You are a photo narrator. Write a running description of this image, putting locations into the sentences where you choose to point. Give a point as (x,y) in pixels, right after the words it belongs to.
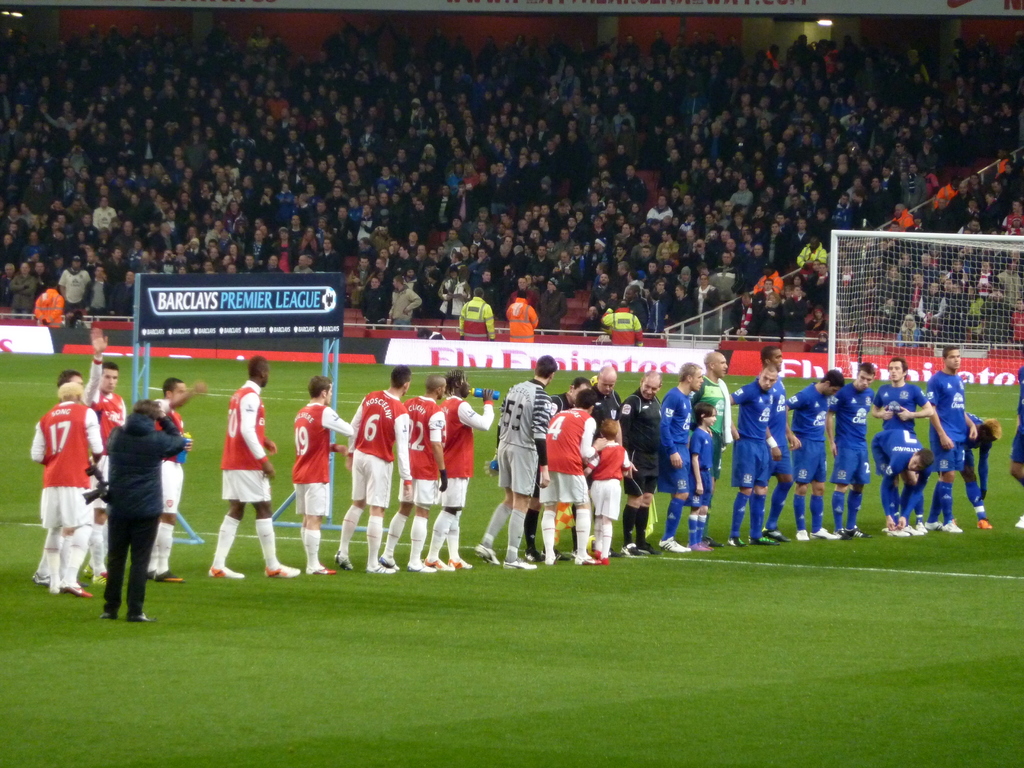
In this image, we can see a group of people (123,522) are on the ground (552,583). Few people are holding some objects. In the background (872,356), we can see net (919,309), poles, hoarding (264,330), banners (276,343), crowd (589,194), wall (670,34) and rods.
